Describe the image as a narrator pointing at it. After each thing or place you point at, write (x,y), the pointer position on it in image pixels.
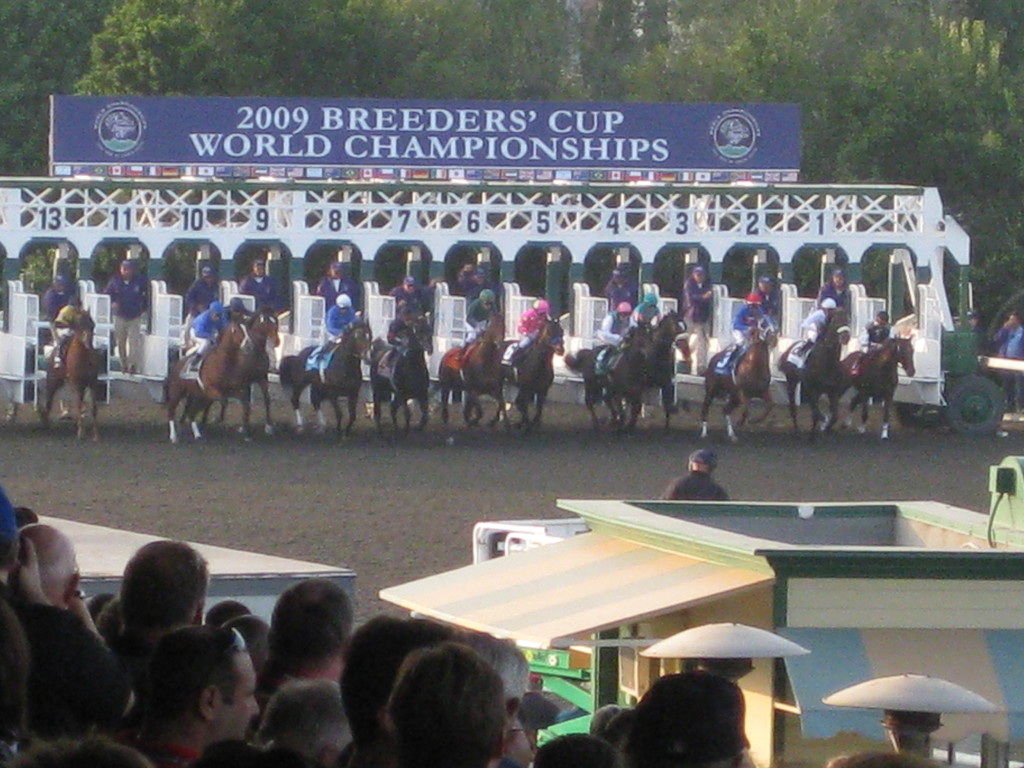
In this image I can see group of people (816,324) sitting on the horses (864,373) and the horses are in brown color. In the background (280,125) I can see the board (280,140) in blue color and I can also see few trees (657,71) in green color. In front (174,656) I can see group of people (341,599) sitting.
